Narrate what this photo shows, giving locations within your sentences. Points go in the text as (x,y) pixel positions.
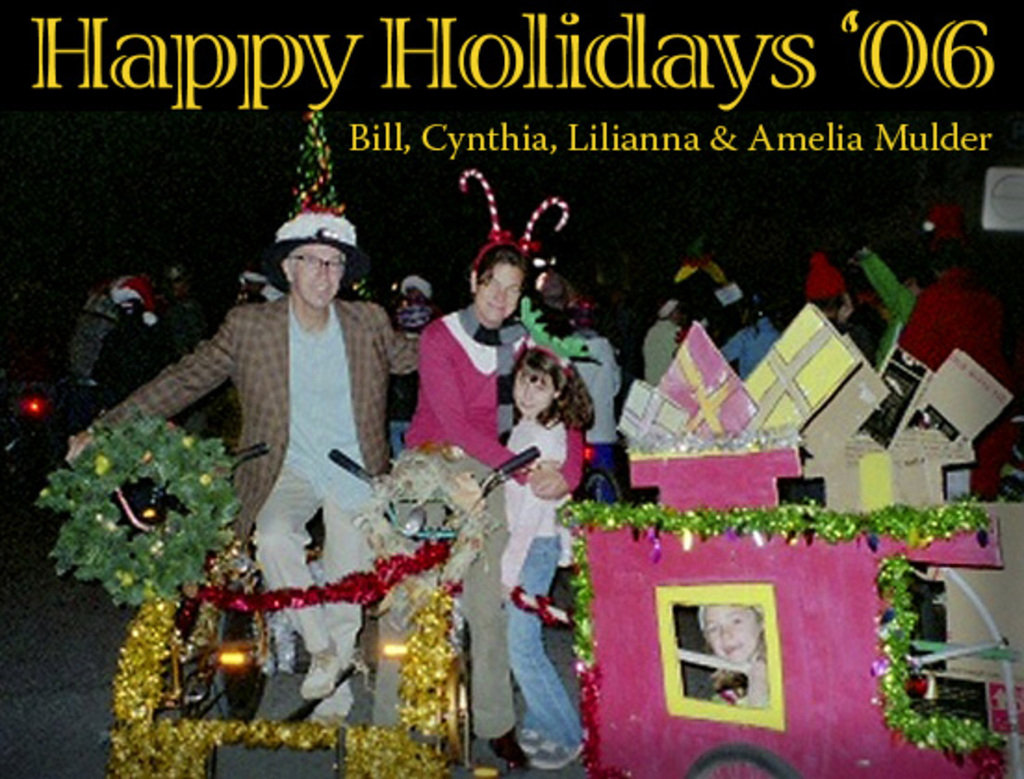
In the picture I can see a few people (343,431). On the right side of the image (863,489) I can see colorful objects (755,380). At the top of the image (509,60) I can see some written text (603,60).
